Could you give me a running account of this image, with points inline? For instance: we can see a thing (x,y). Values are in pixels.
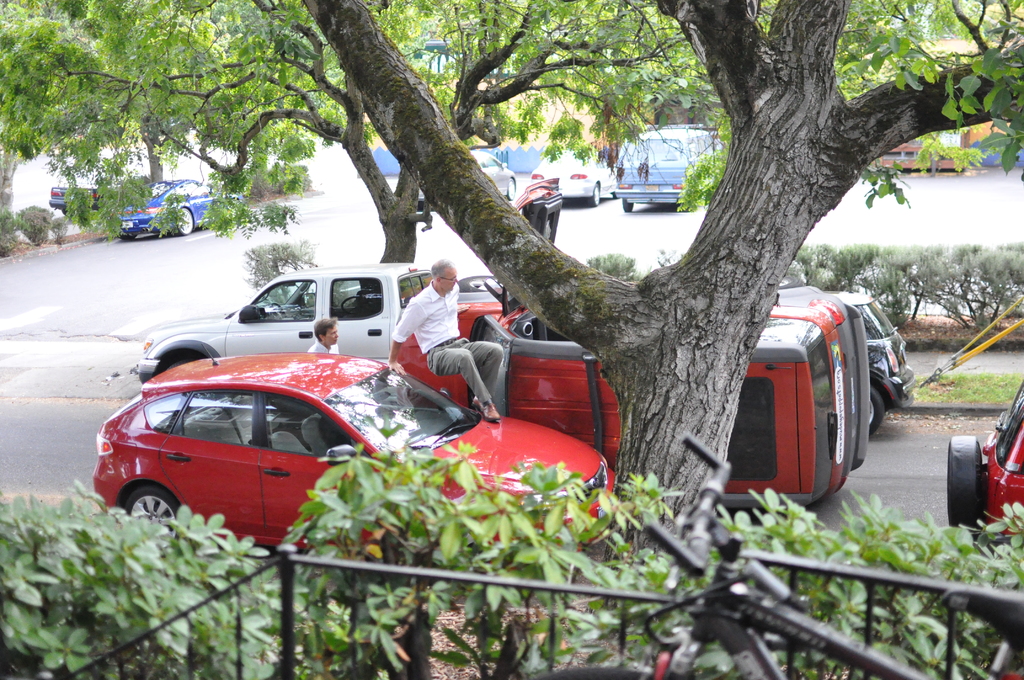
In the foreground of the picture (453,568) there are plants (81,573), railing (795,588) and a tree (678,368). In the center of the picture (450,324) there are vehicles (541,393), people (330,327), grass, plants (908,305) on the road (17,354). In the background (155,206) there are cars (494,166), trees (982,154), buildings (920,148) and road (855,218).
